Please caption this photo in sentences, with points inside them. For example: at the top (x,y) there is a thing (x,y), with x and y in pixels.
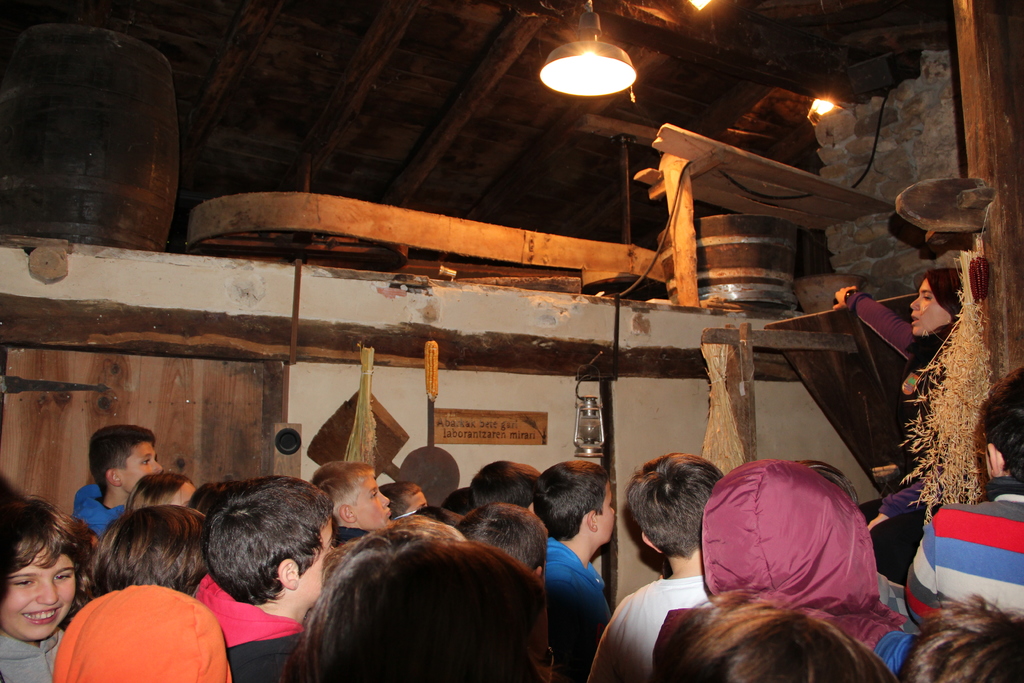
In the given image i can see a people (594,483), lamp (583,397), board (462,425), lights (631,74) and wooden objects (636,360).
